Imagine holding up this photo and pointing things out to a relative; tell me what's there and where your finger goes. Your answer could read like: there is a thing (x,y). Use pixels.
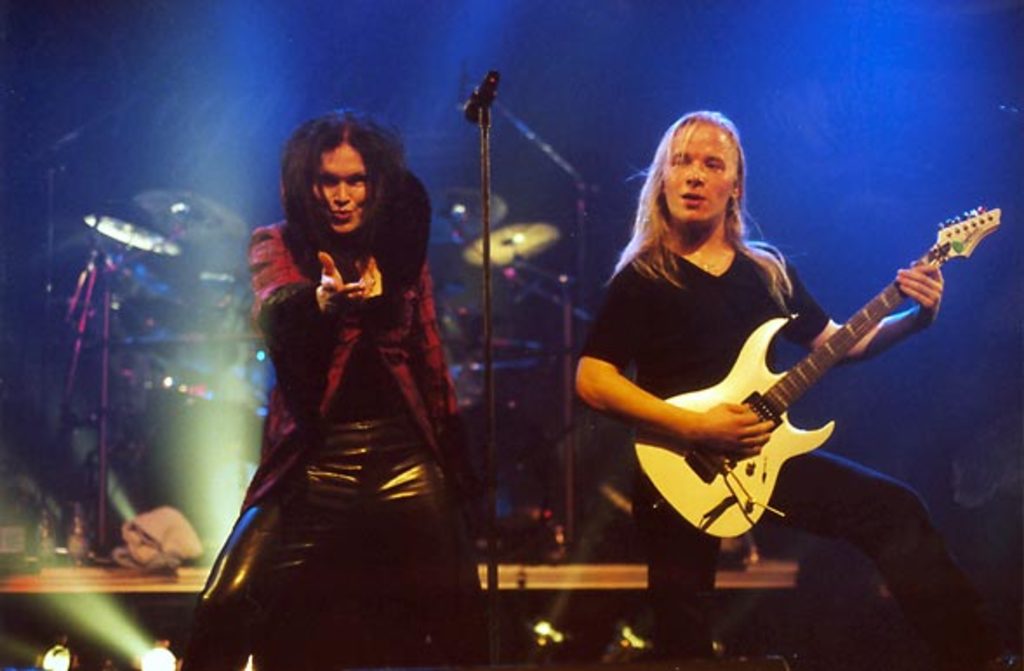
In this image we can see two persons (427,330) are standing, there a man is holding the guitar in the hands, beside there is a microphone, at the back (136,335) there are musical drums (171,357), there are lights (623,633), the background (655,23) is in blue color.
